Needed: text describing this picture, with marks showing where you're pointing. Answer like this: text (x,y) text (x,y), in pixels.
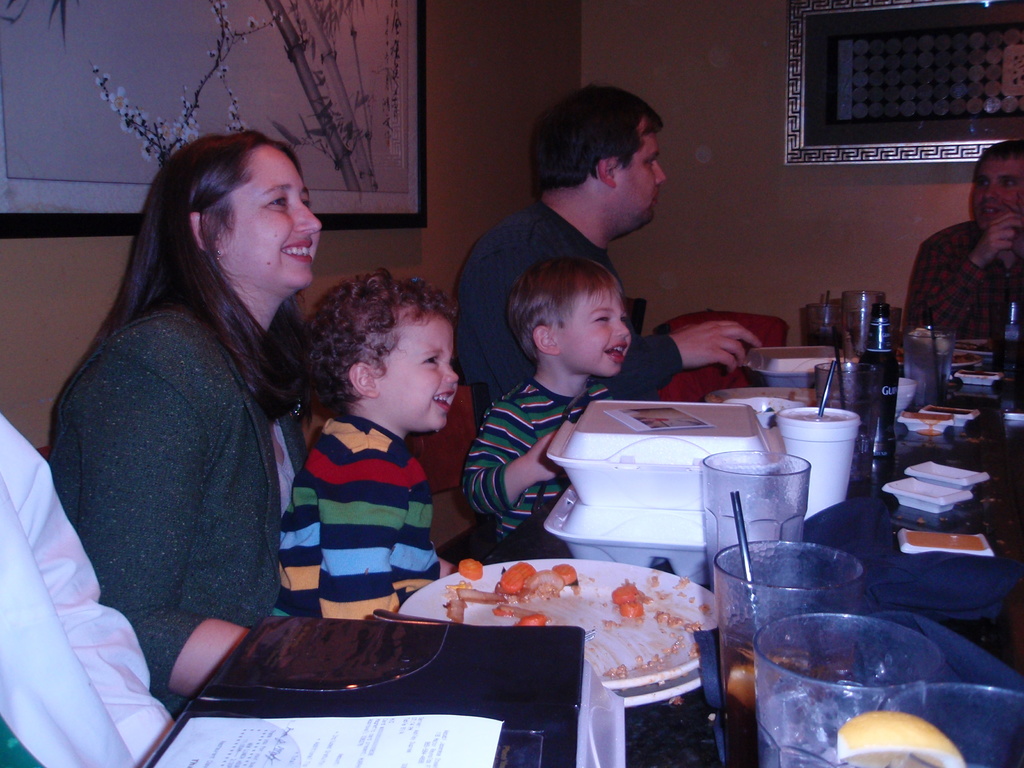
There are many persons (619,195) sitting. And there are two small kids (526,415). And there is a table (1008,510). On the table (958,598) there are many glasses (787,457), boxes (679,462), plates (632,627), food items (527,571), paper (485,734). In the background (645,70) there is a wall (676,80). On the wall (670,57) there is a picture (404,107) with photo frame (424,193).
